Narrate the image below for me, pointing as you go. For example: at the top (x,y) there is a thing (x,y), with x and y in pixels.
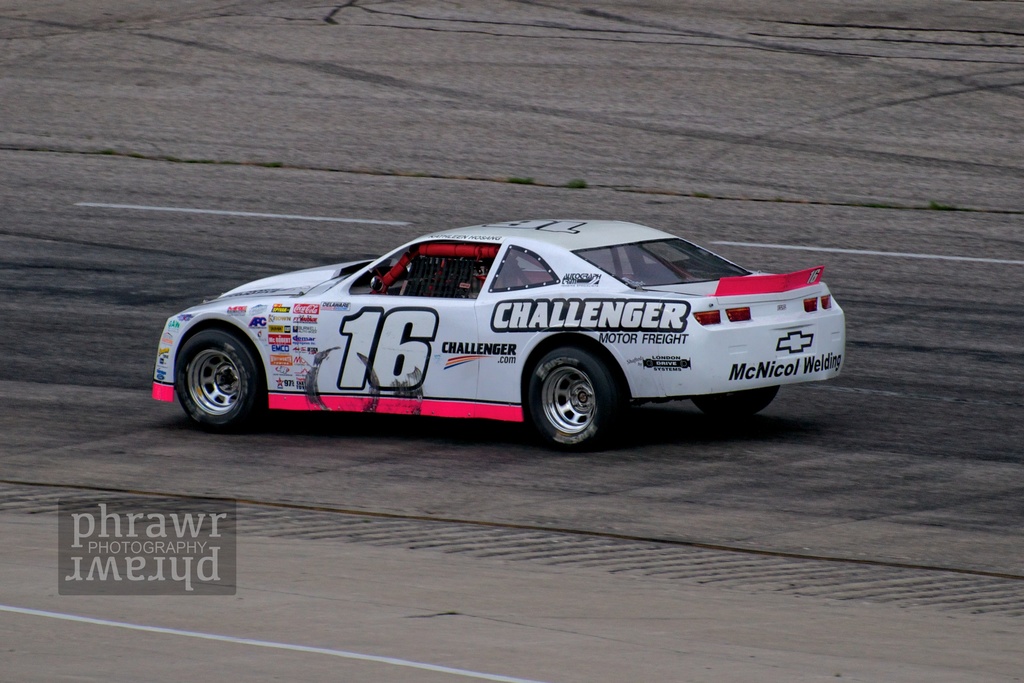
In this image we can see a car (542,318) on the road (24,455).
